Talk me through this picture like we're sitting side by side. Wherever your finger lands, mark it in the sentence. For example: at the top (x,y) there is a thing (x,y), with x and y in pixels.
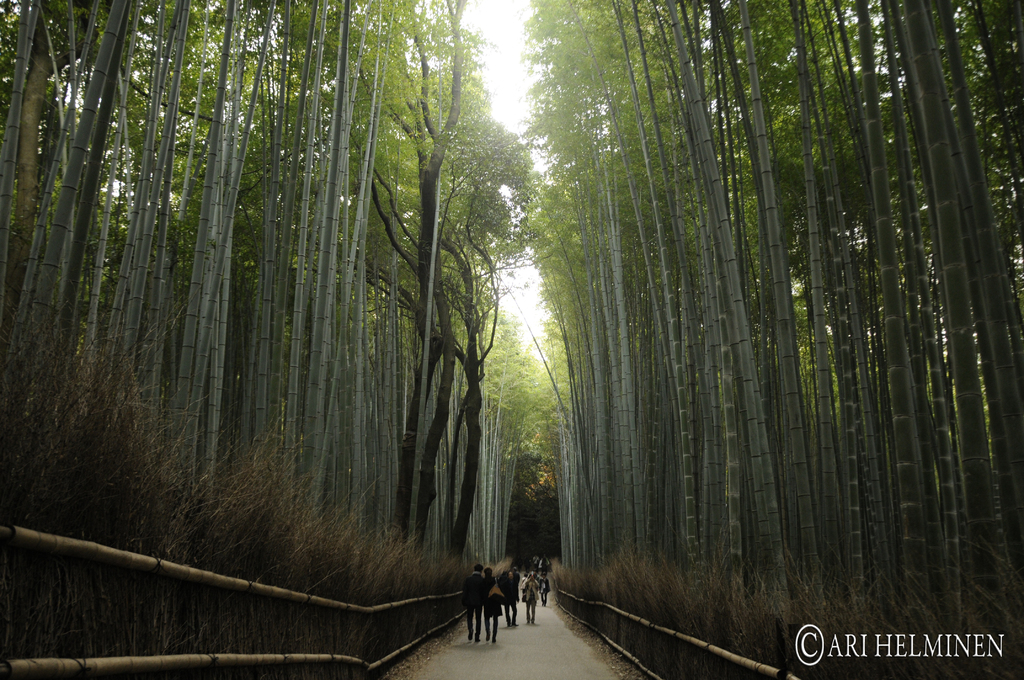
In this image there is a path (499,640), on that path (499,640) there are people (492,592) walking, on either side of the path (531,635) there is a railing (284,636) and trees (785,469), on the bottom right (871,635) there is text (857,642).
